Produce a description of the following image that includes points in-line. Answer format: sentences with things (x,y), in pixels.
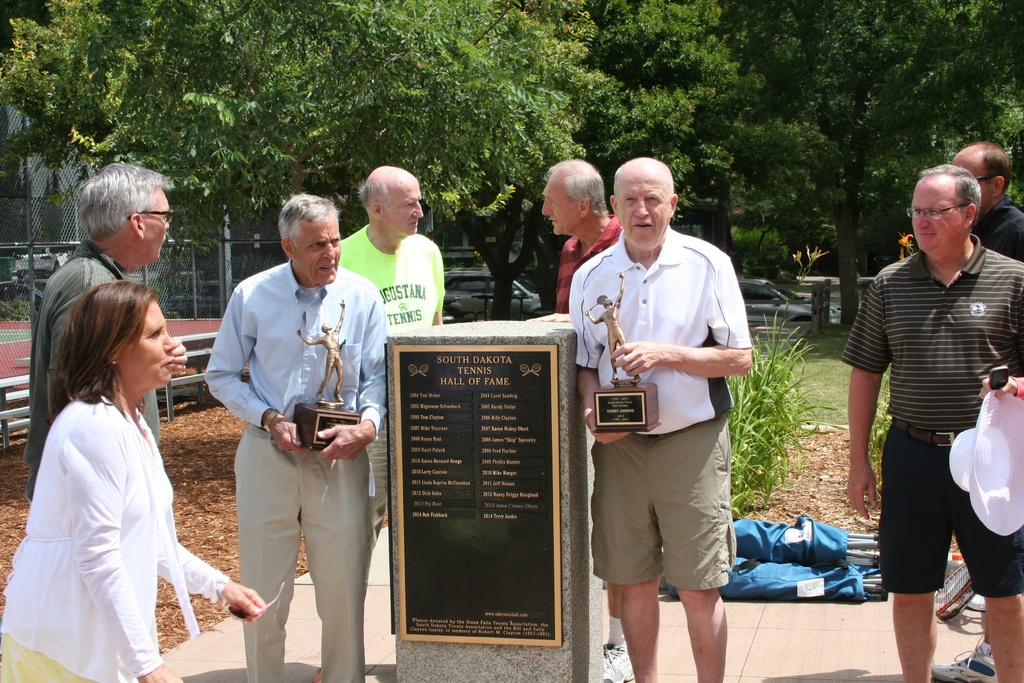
In this image we can see the people (721,414) standing. We can also see two persons (669,491) holding the awards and standing on the path (755,670). There is a pillar (576,654) with the text board (417,599). In the background (792,293) we can see the fence (183,291), vehicles (780,298), trees (344,132), ground (823,473), dried leaves (823,451) and also the plants (774,388). We can also see some other objects (831,579).
